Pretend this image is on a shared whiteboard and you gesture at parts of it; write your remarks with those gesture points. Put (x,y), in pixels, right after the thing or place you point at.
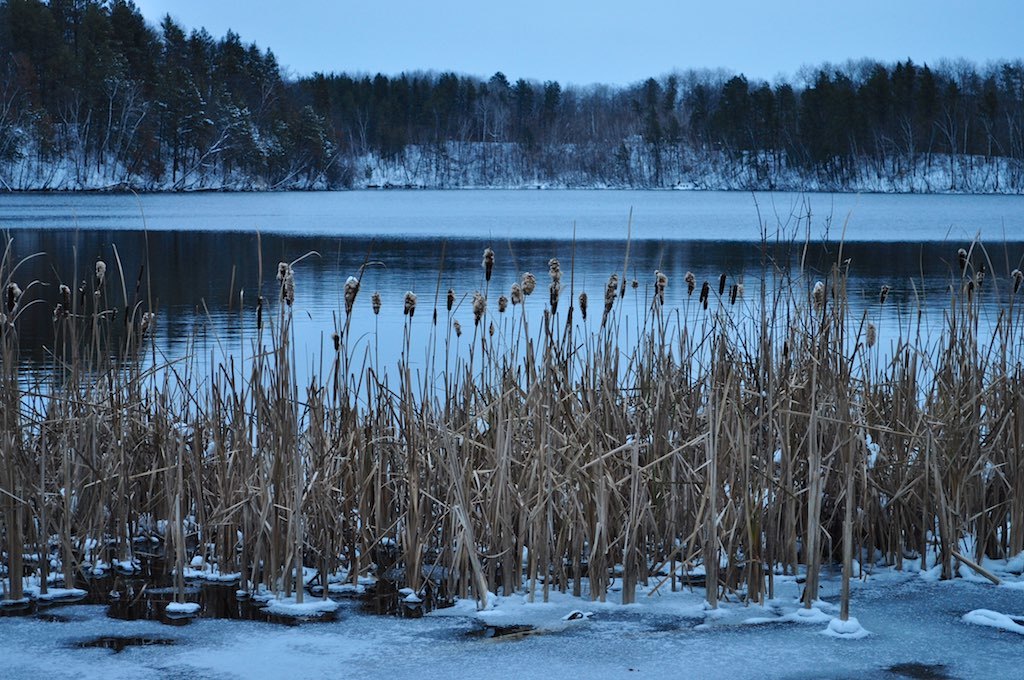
This is the picture of a place where we have a river (18,222) and around there are some plants (185,384), trees (961,154) and also we can see some snow (630,657) around.
